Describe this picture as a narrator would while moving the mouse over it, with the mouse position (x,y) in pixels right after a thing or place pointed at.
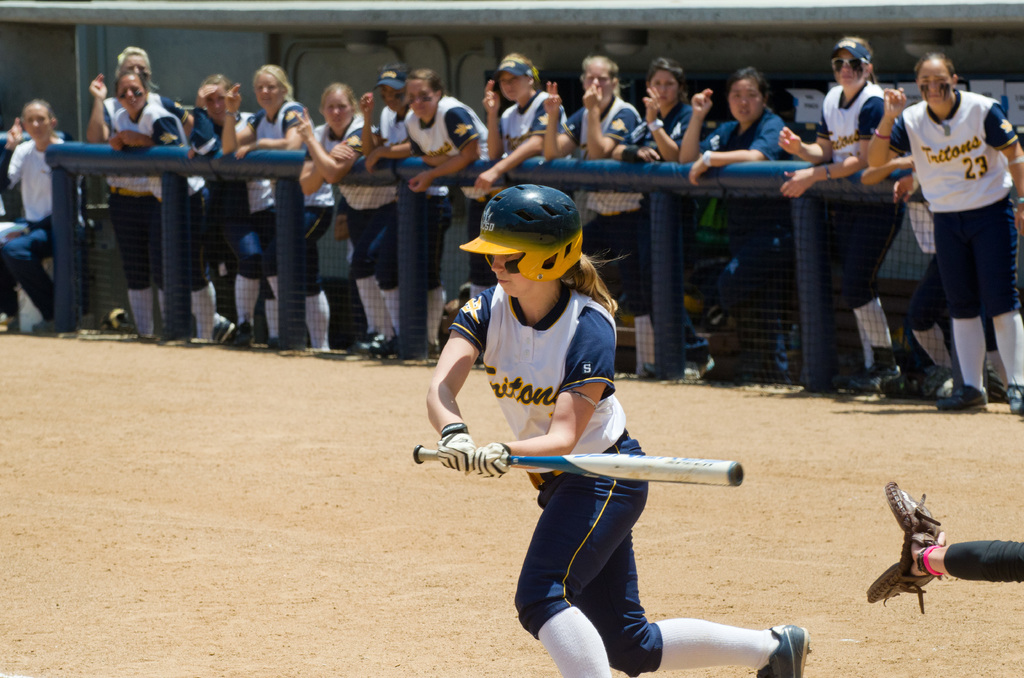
In front of the image there is a girl (484,350) holding a baseball stick (521,463) in her hand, behind her there is a person's hand (937,555) with a glove (908,543), in the background of the image (361,221) there are a few people (375,226) standing, leaning on to a metal rod (289,173), behind them there is a wall (497,42) with lamps (360,37) on the rooftop (379,25).
